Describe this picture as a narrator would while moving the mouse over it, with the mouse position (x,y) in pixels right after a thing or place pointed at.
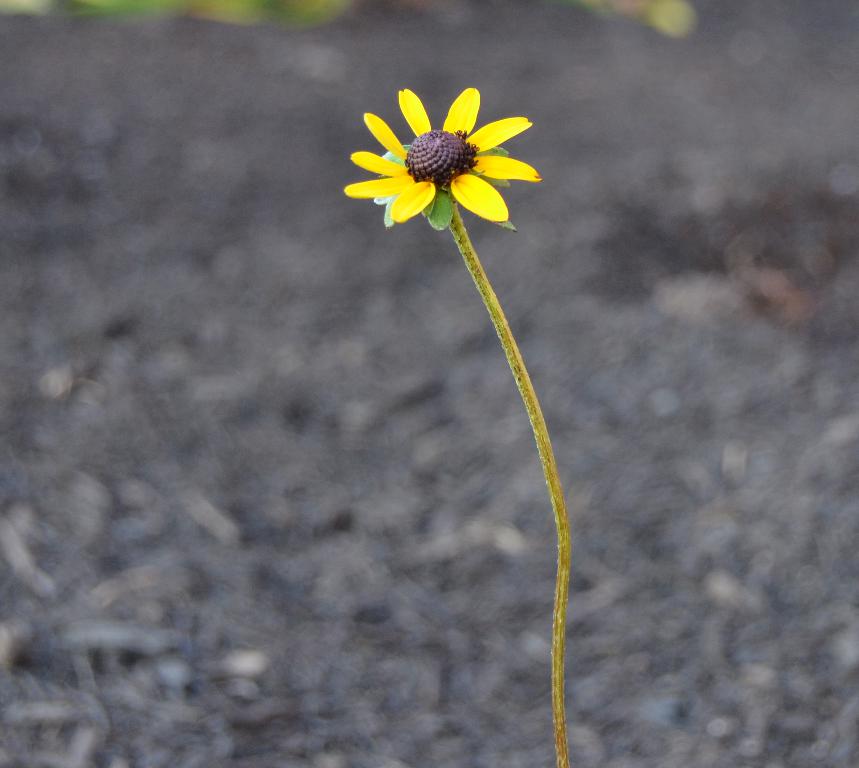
In this image we can see a flower (560,489).
